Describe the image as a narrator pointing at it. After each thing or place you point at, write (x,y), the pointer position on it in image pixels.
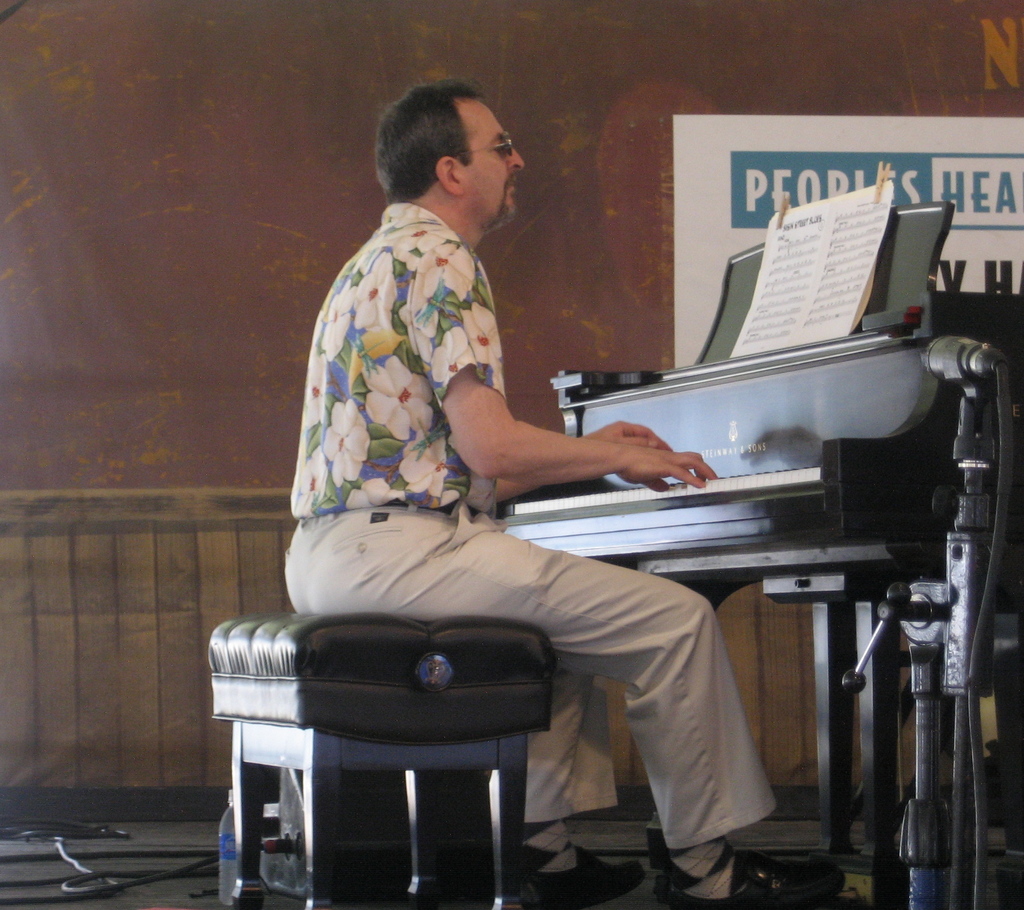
Here we can see a man (451,274) sitting on a stool (397,642) with a piano (780,438) in front of him and he is playing the piano (719,443) with musical notes (851,204) present in front of him.
